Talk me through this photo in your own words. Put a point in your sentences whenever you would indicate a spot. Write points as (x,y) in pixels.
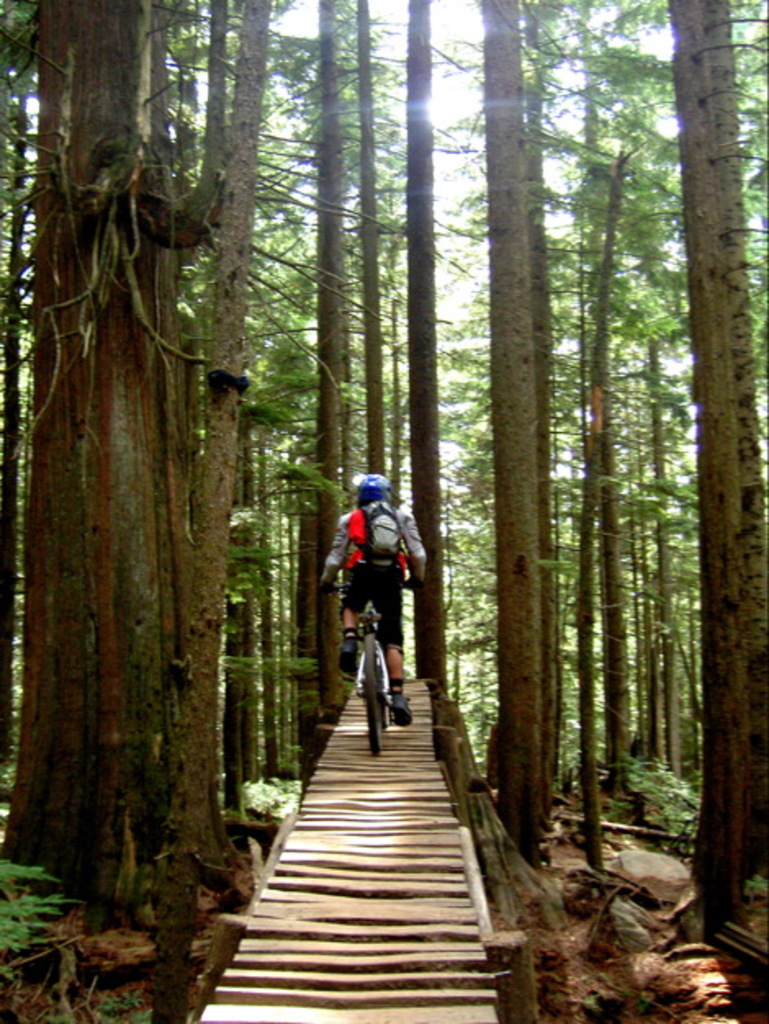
In this image we can see a person (389,584) riding a bike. Beside the person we can see a group of trees (757,734). At the top (452,71) we can see the sky (400,47).
